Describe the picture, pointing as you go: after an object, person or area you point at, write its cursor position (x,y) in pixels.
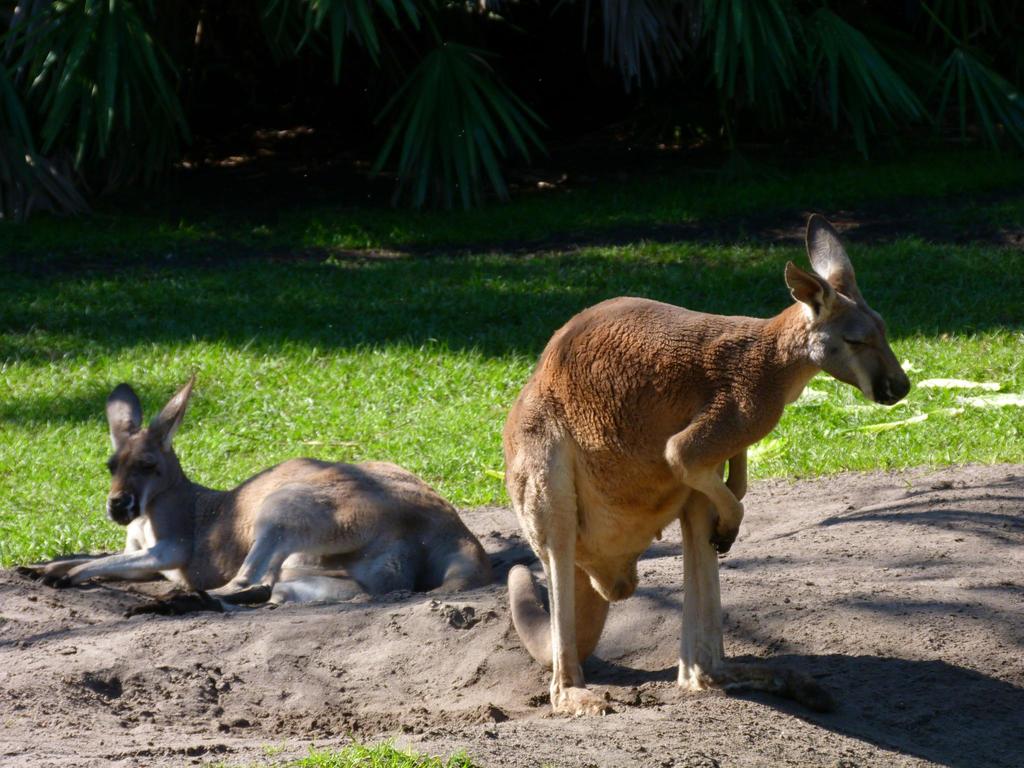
In this image I can see two kangaroos (207,579) in the front (483,534). In the background (513,235) I can see grass ground (355,259) and number of trees (23,127). I can also see few shadows (340,178) on the ground (11,249).
